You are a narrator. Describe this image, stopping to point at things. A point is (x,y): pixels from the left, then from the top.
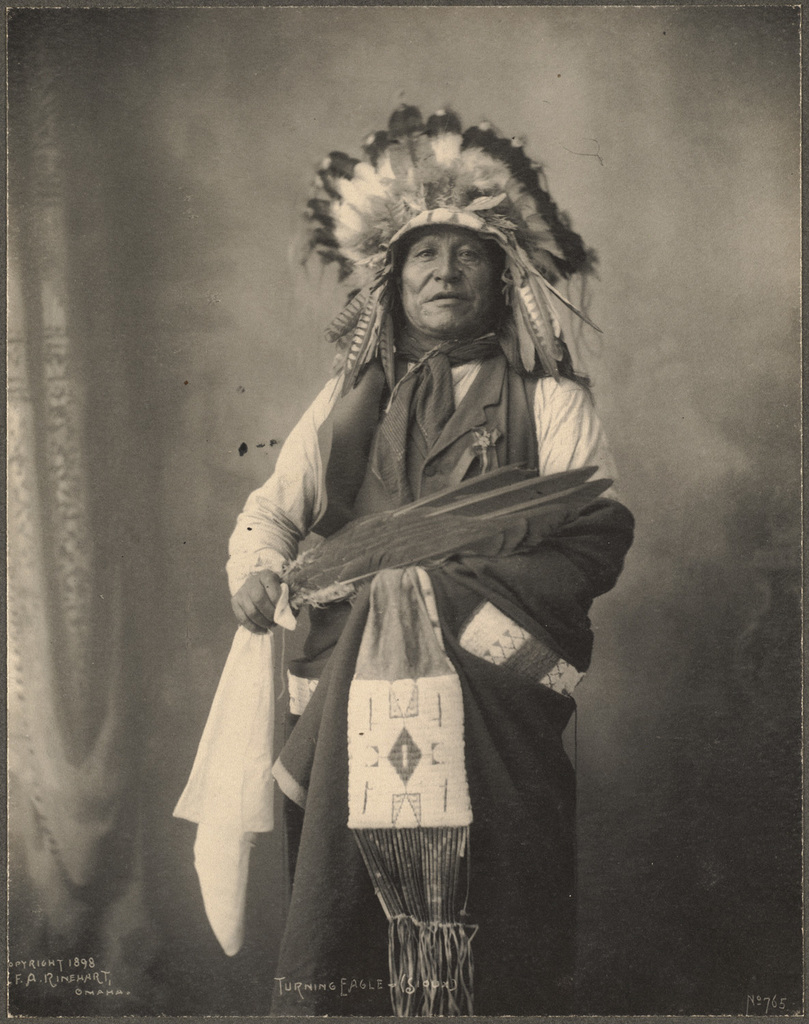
In this picture we can see a man (438,397), and it is a black and white photography.
